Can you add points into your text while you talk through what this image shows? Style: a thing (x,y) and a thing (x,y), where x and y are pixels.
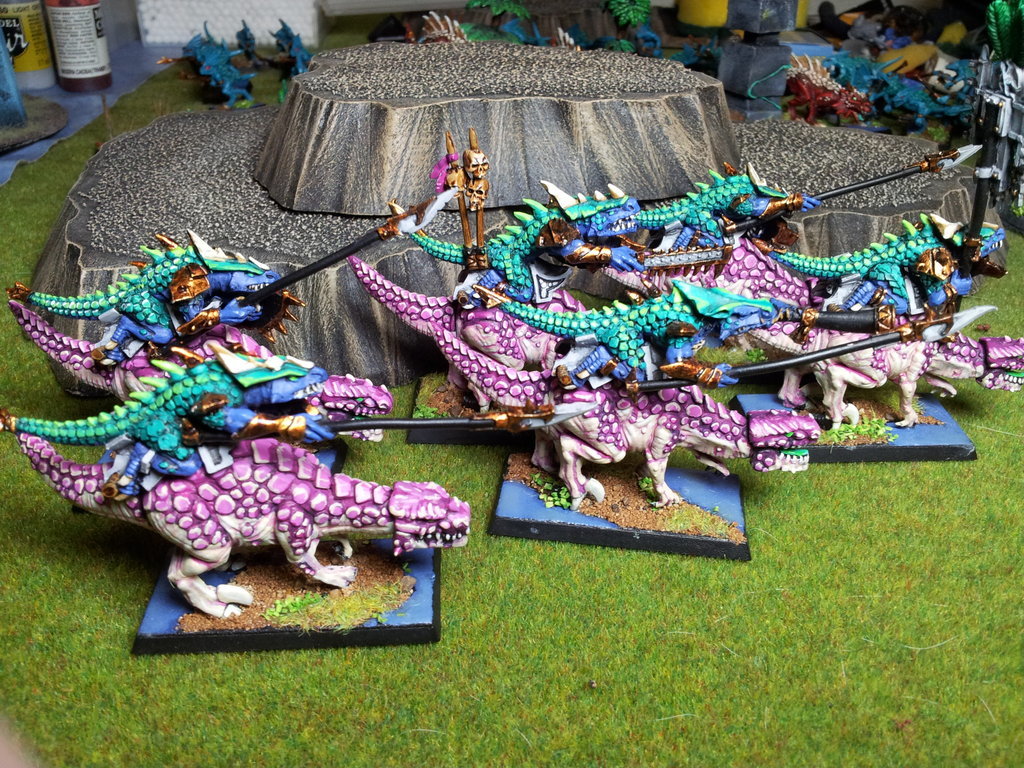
In this image we can see many dinosaur toys (401,297) on the ground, here is the grass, beside here is the rock (436,126).
